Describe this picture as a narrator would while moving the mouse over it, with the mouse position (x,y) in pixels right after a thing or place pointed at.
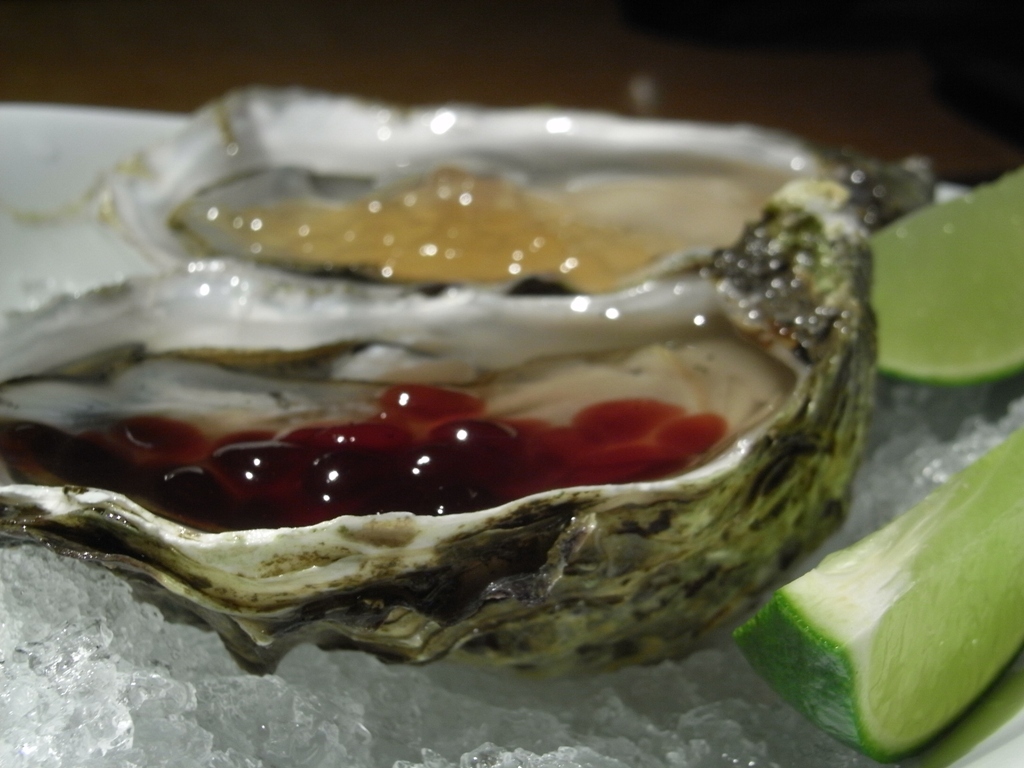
In the center of the image (344,391) we can see one white color object (977,753). In that object (33,224), we can see lime wedges (929,297), ice (113,681) and some food items (610,222). And we can see the dark background.
